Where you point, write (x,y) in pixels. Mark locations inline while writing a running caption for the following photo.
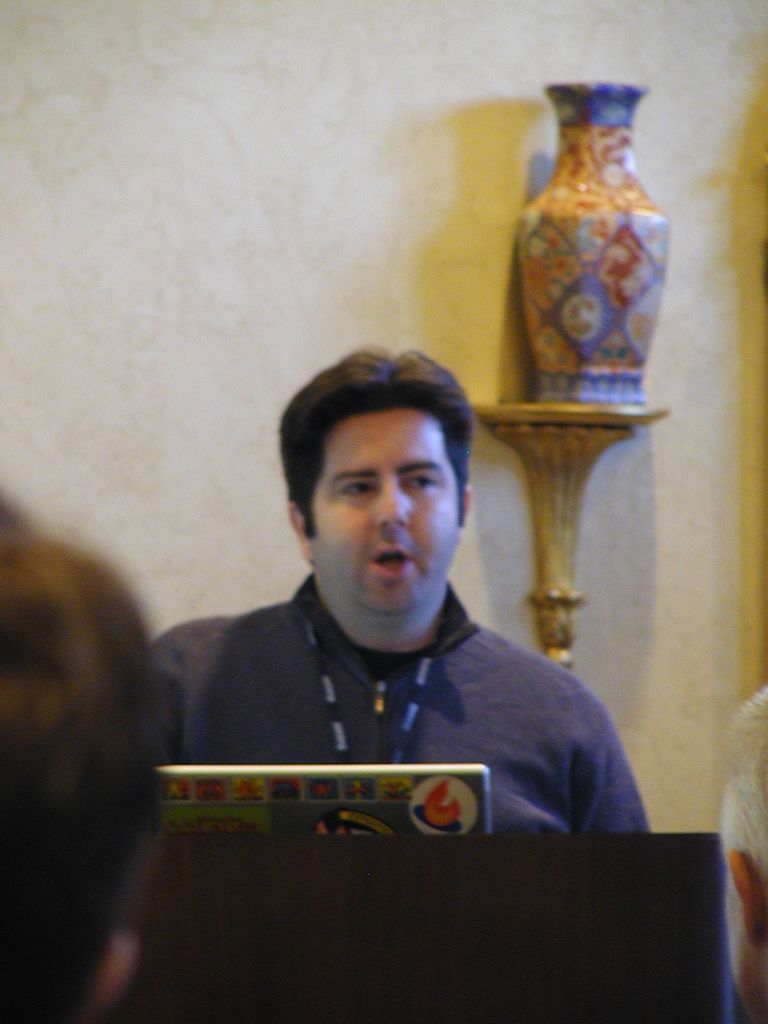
In this image we can see a person (316,720) and a laptop (417,798). At the bottom of the image (341,925) there are persons (49,924) and other objects (460,920). In the background of the image (324,221) there is a wall (373,200), ceramic pot (567,254) with some paintings (598,290) and other objects (570,445).
